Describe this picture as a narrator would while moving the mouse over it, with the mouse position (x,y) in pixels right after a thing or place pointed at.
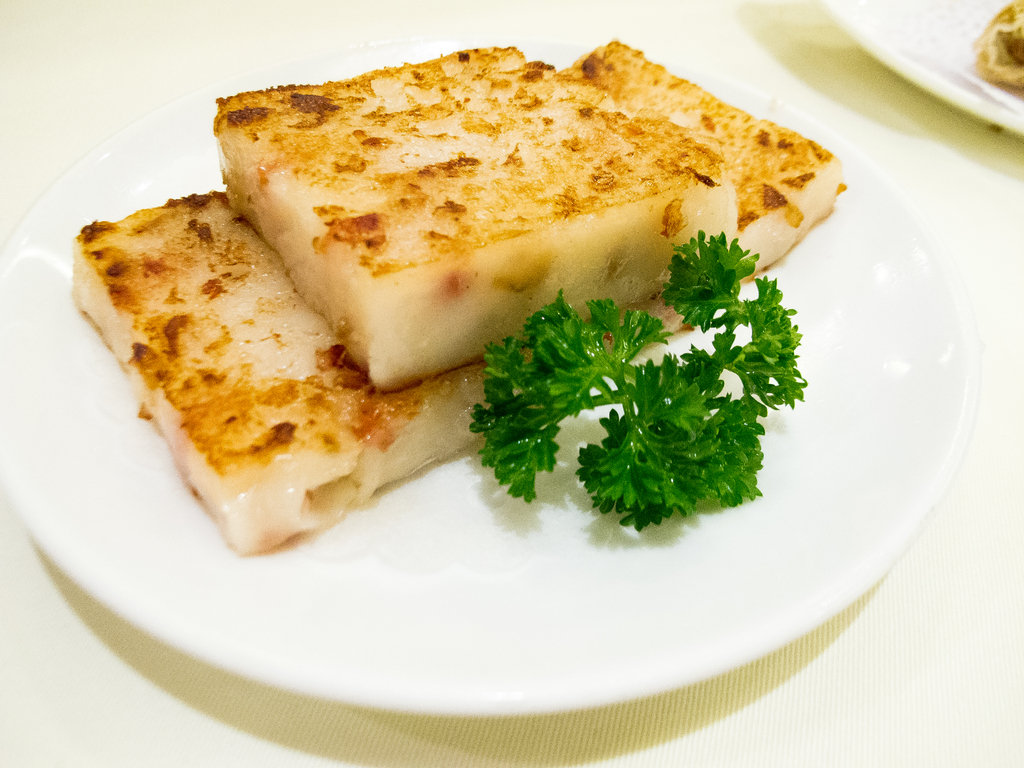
In this image I can see the food (657,466) in the plate (611,579) and the food (516,335) is in brown and green color and the plate (446,670) is in white color.
